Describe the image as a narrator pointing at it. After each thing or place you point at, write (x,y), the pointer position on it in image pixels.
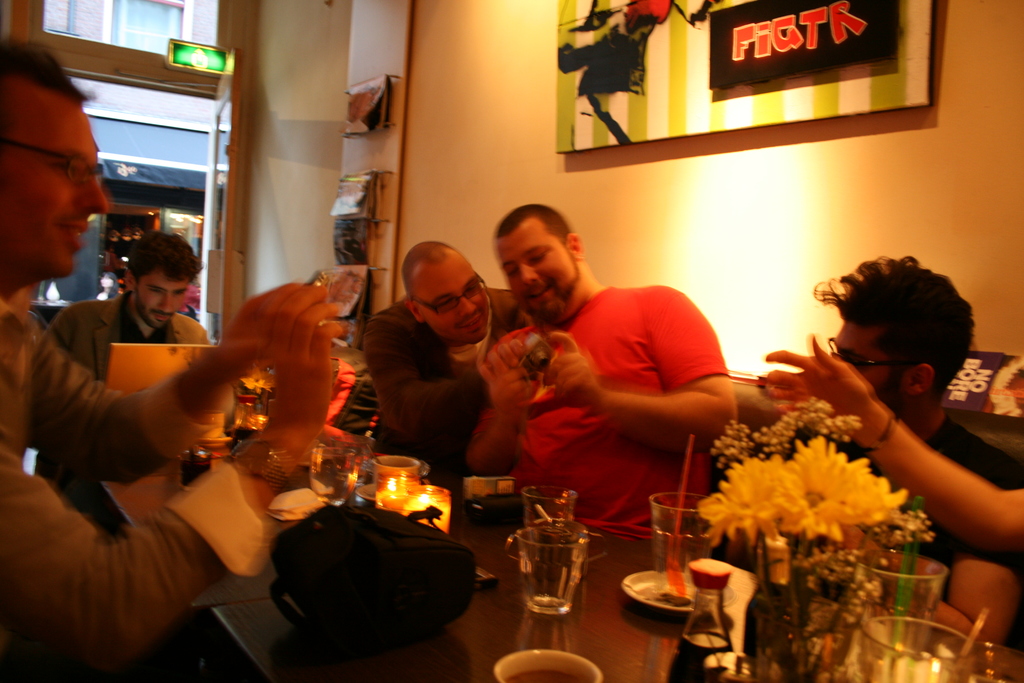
Here we can see a group of people (28,281) are sitting on the chair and taking pictures, and in front (373,519) here is the table (460,497) and glasses (882,585) and flower vase (781,489) and some other objects (475,497) on it, and here is the wall (487,272), and board (603,26) on it.
